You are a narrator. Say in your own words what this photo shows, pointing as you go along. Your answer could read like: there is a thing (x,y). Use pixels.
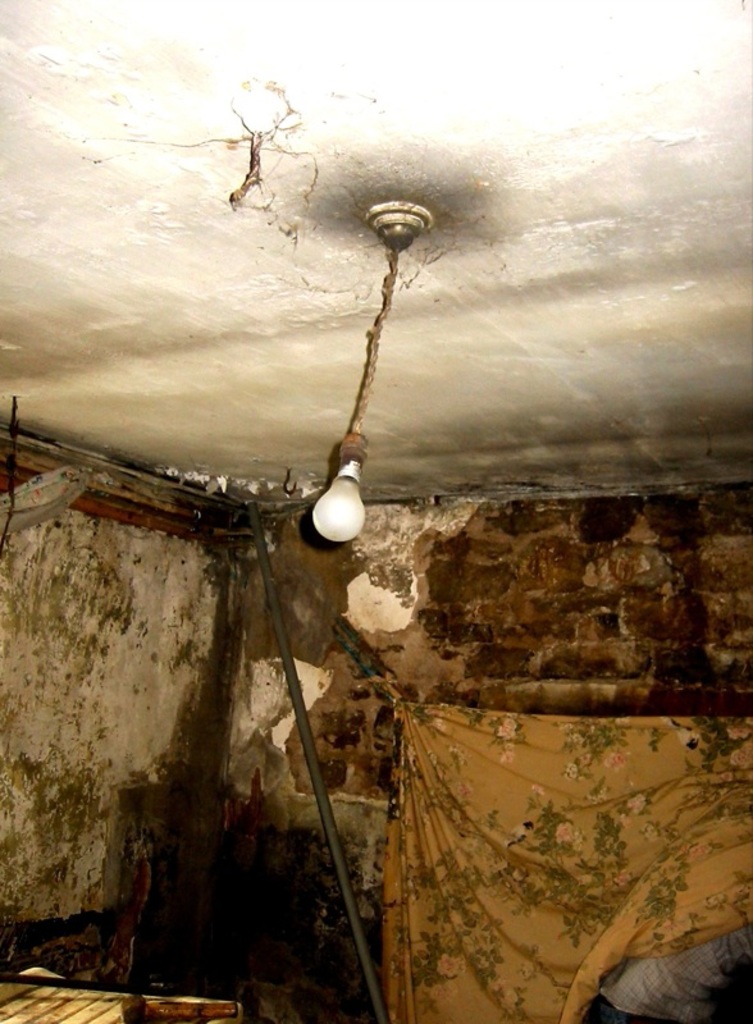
In the middle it is a bulb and this is the wall (567,612).
